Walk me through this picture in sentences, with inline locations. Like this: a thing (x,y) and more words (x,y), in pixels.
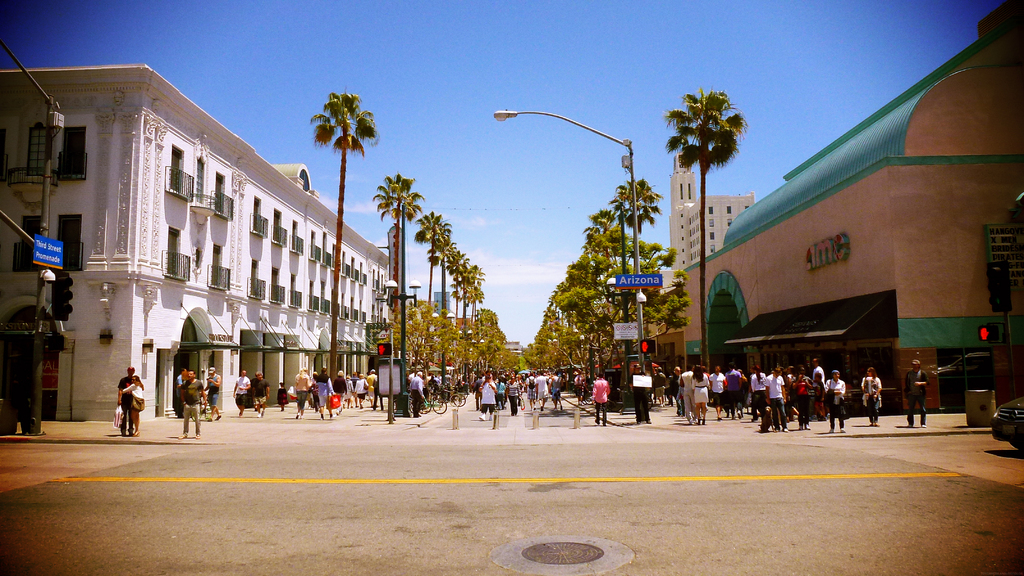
This picture shows few buildings (924,325) and we see trees (417,337) on the either side of the road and couple of pole lights (643,359) and we see people (266,396) walking and few are standing and we see few people (316,402) carrying bags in their hands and we see traffic signal lights (981,341) and a blue cloudy sky (484,165).
